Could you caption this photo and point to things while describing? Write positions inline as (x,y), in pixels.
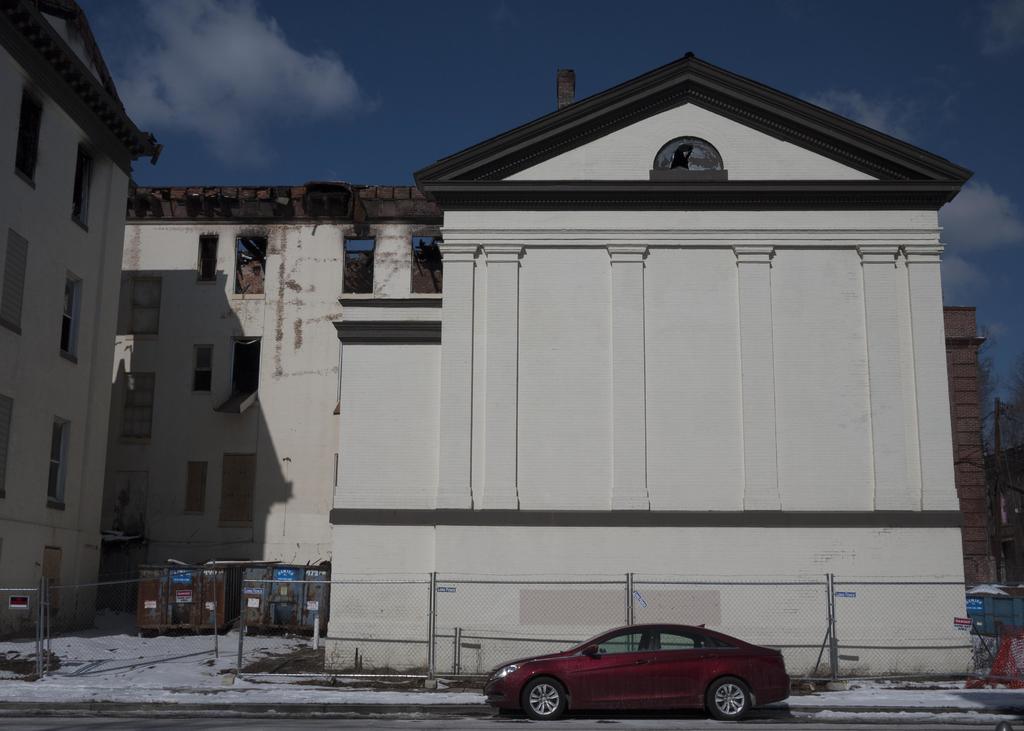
In this picture we can see a vehicle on the road (469,726), beside this road (468,725) we can see a fence (408,666), buildings (349,661) and some objects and in the background (543,84) we can see sky (550,103) with clouds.
